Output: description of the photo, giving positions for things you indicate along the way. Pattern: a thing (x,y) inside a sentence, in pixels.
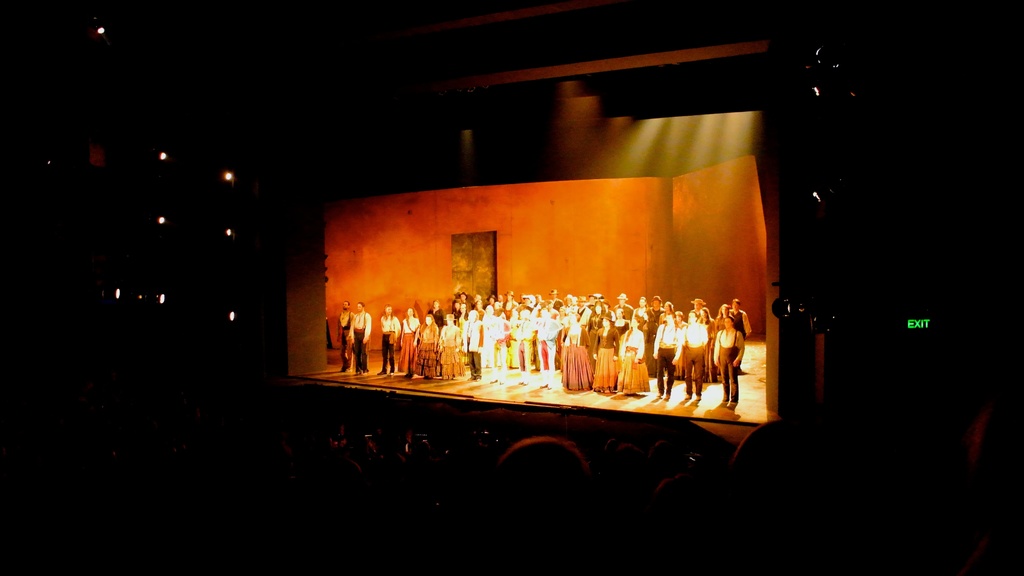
In this picture, there is a stage (442,253) in the center (431,224). On the stage (452,389), there are people (361,369) wearing ancient clothes (634,373). At the bottom (420,477), there are people (423,484). Towards the left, there are lights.
